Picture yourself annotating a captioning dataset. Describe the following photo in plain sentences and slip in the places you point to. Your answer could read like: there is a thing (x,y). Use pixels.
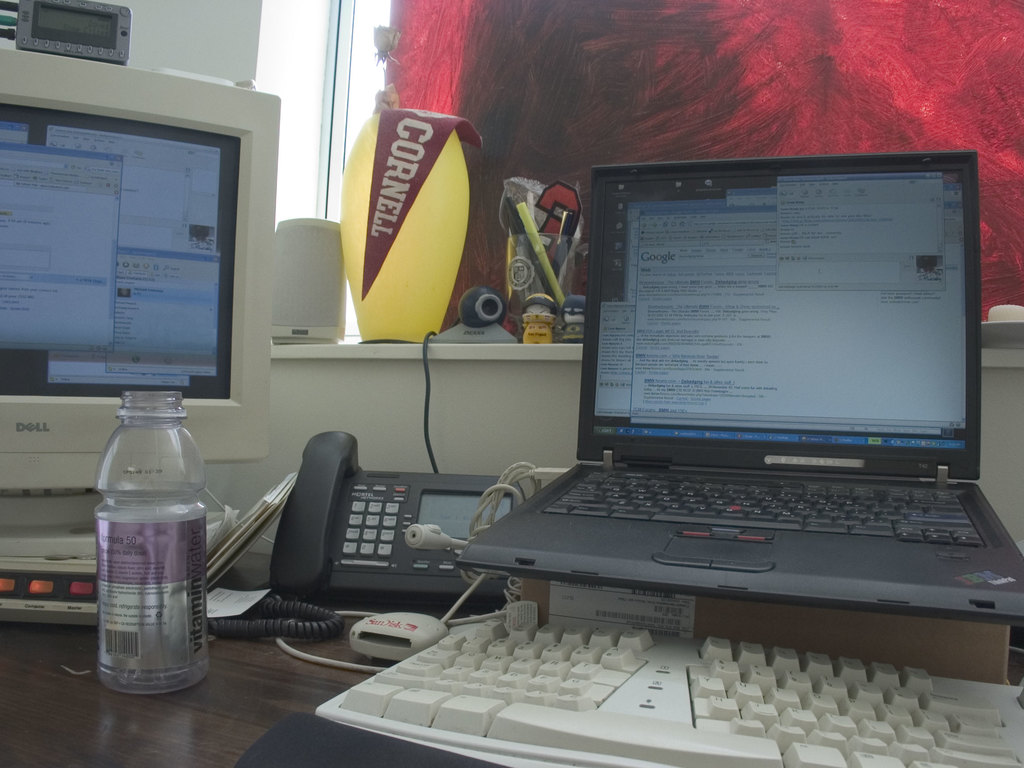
This image consists of a computer (230,284), laptop (690,467), keyboard (680,667), land phone (352,513), bottle (189,511), pen stand (534,276), light (444,234), speaker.
